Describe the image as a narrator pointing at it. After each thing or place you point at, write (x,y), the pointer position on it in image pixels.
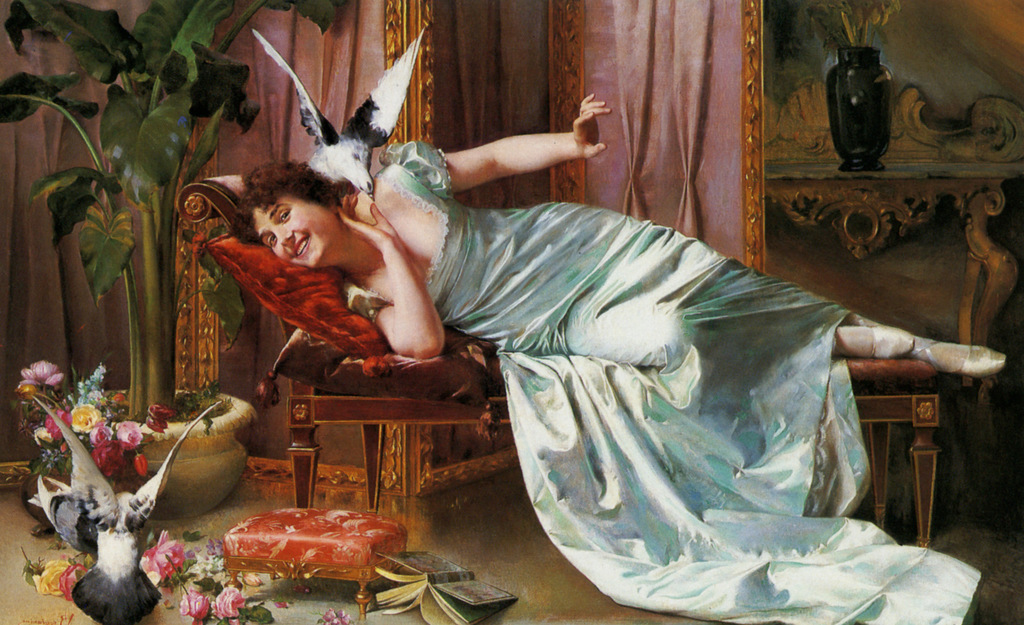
In the picture we can see a painting (289,549) of a woman (534,247) lying on the bed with a red color pillow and she is smiling and on her neck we can see a bird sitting with a flying position and on the floor (560,615), we can see some house plants (26,77) and flowers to it and behind it we can see a wall (793,76) with some curtains (643,209) and some paintings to it.
